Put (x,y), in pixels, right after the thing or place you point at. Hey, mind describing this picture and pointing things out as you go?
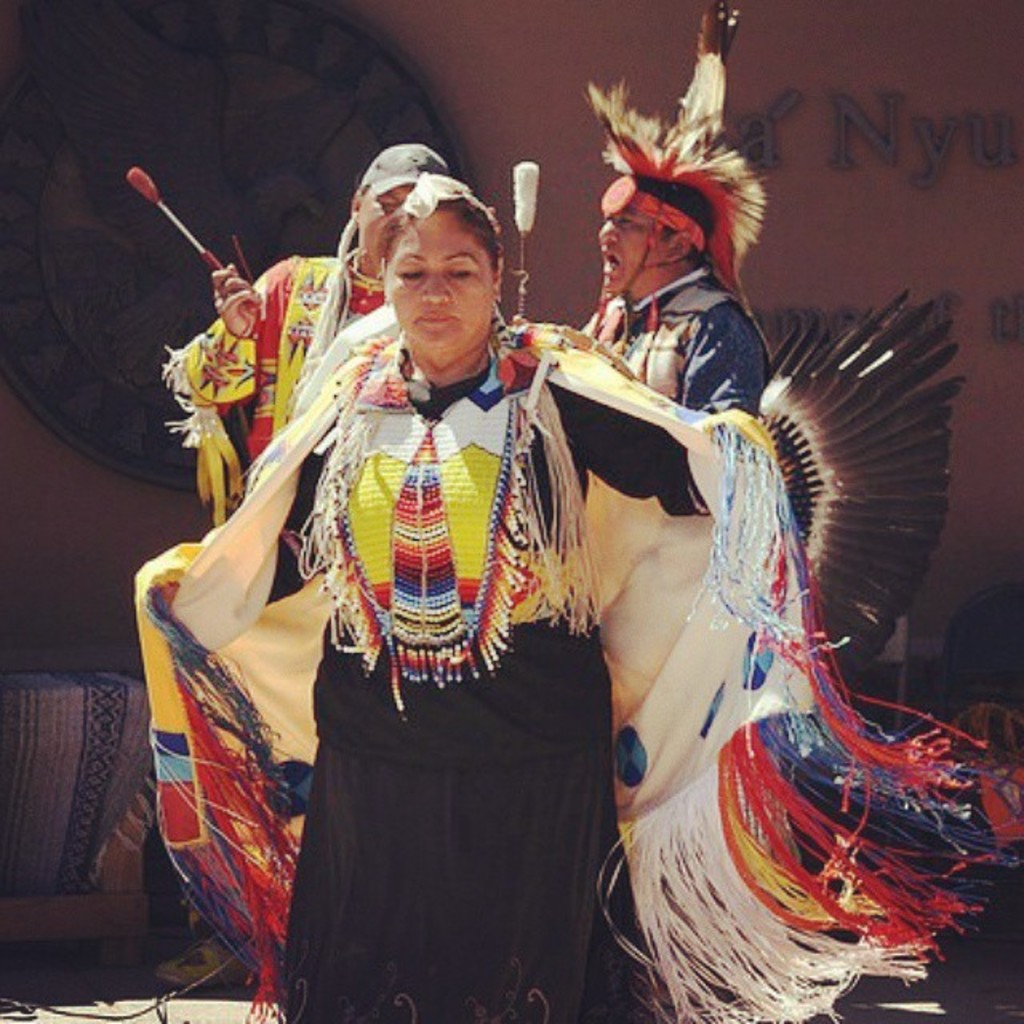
In this picture there are people (411,271) in the center of the image (504,480), they are wearing costumes (617,330) and there is a portrait (314,176) on the left side of the image (190,302), it seems to be they are dancing.
